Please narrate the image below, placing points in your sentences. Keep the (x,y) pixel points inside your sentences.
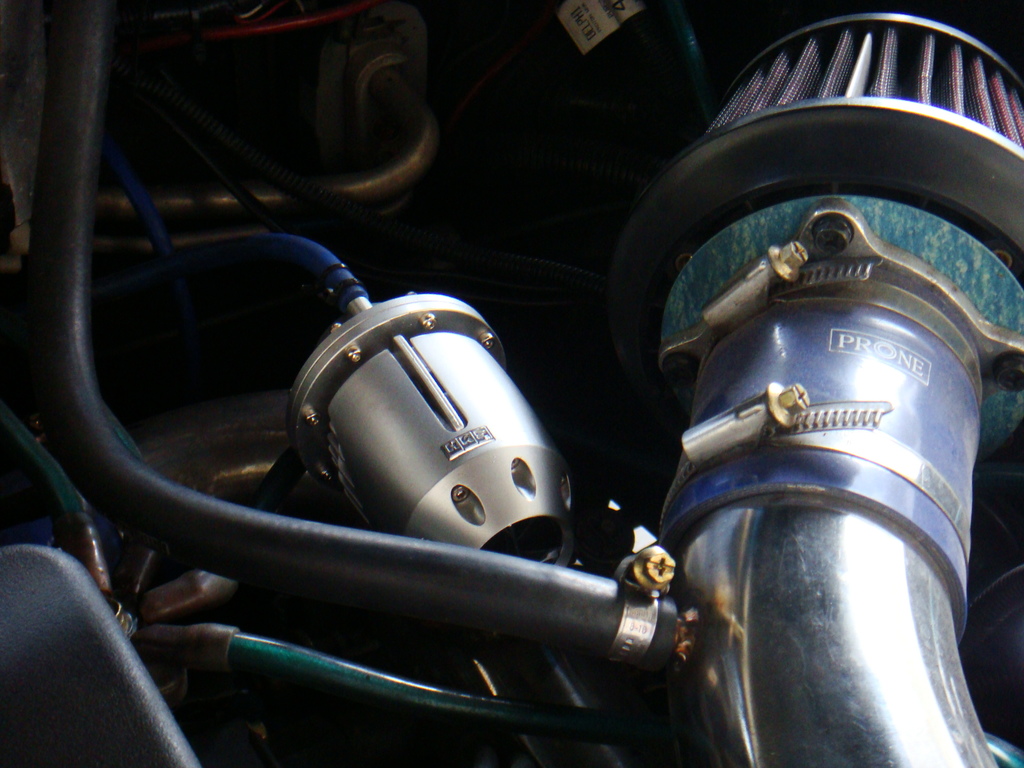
In this image, we can see an engine (834,198), rods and pipes (900,637).
